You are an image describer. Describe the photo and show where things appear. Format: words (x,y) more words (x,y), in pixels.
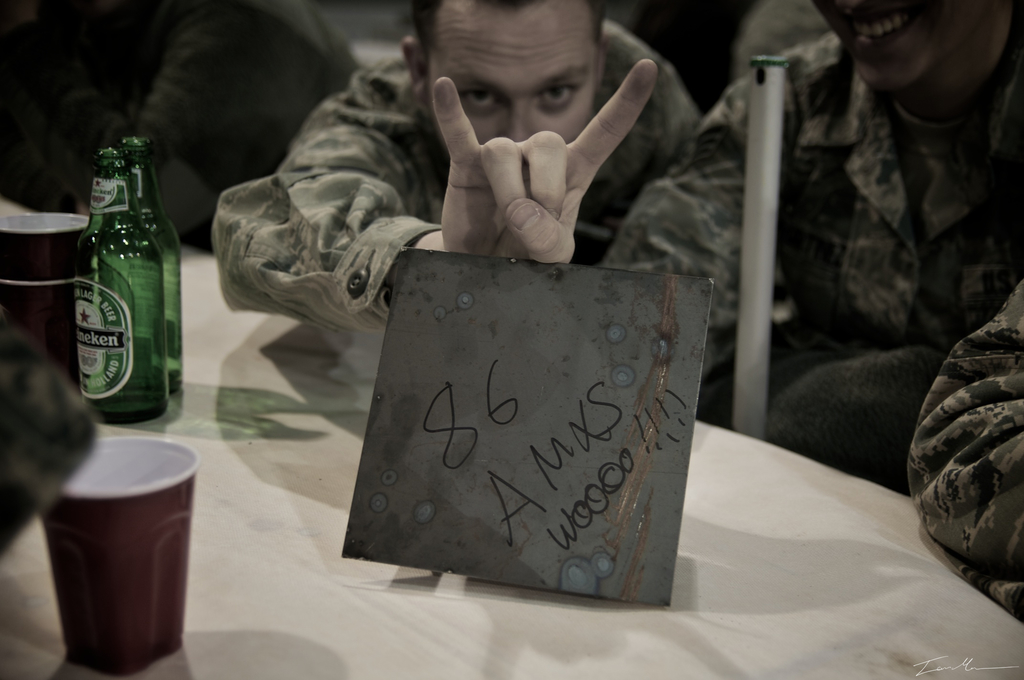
This picture shows two men (968,128) seated on chairs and a man (448,171) holding a placard (660,308) and we see a two bottles (105,391) and two cups (123,452) on the table (393,587).
